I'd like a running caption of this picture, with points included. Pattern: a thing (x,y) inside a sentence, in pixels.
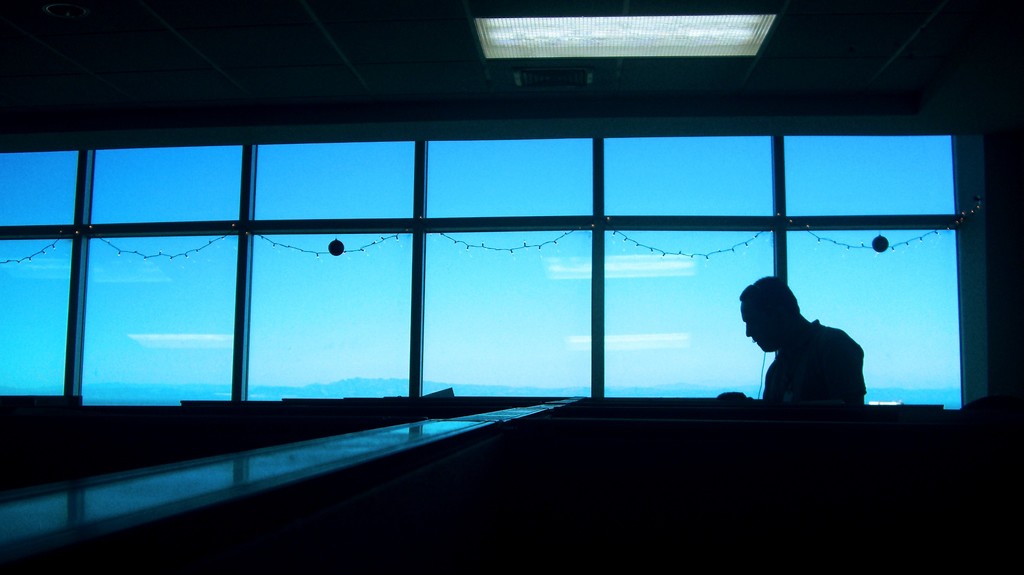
In this picture I can see there is a person (823,369) sitting at the right side (832,389) and there are few windows (507,361) in the backdrop (441,350) and there are few lights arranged here. The sky (807,234) is visible from the window (528,268).
